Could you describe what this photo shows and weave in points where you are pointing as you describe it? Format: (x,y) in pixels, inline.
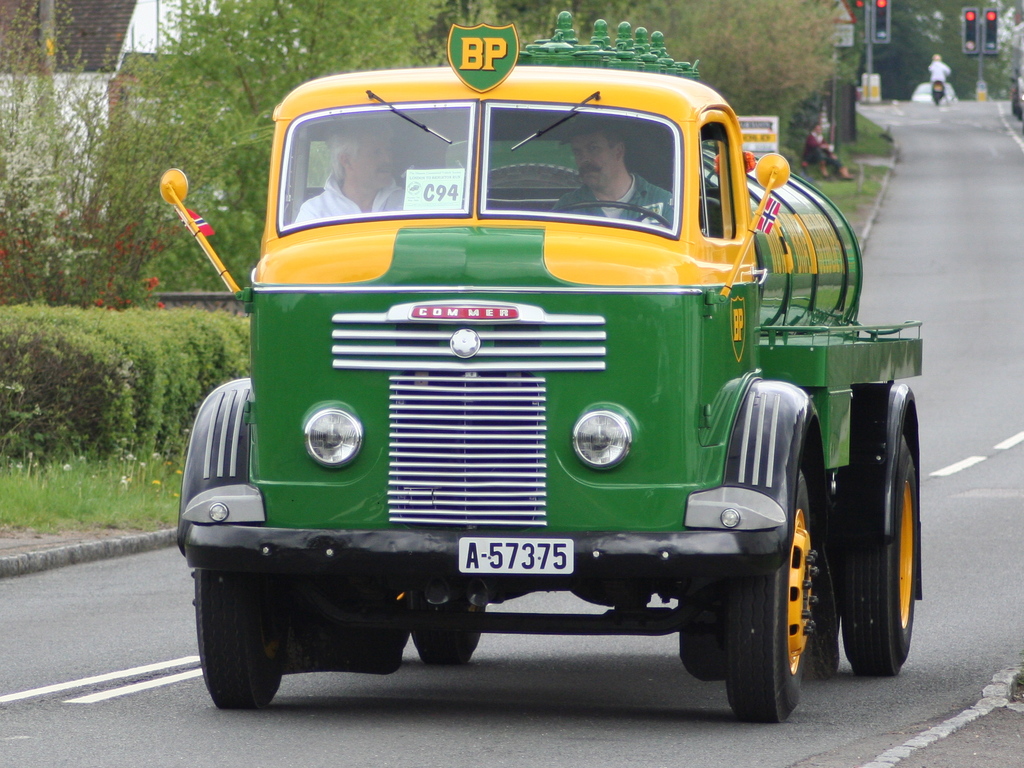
In the center of the image (513,270), we can see people (371,167) in the vehicle (480,270) and in the background (205,177), there are trees (744,62), traffic lights (966,48), boards (840,38) and there are some other vehicles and we can see buildings (82,41) and there are some other people (832,161).
